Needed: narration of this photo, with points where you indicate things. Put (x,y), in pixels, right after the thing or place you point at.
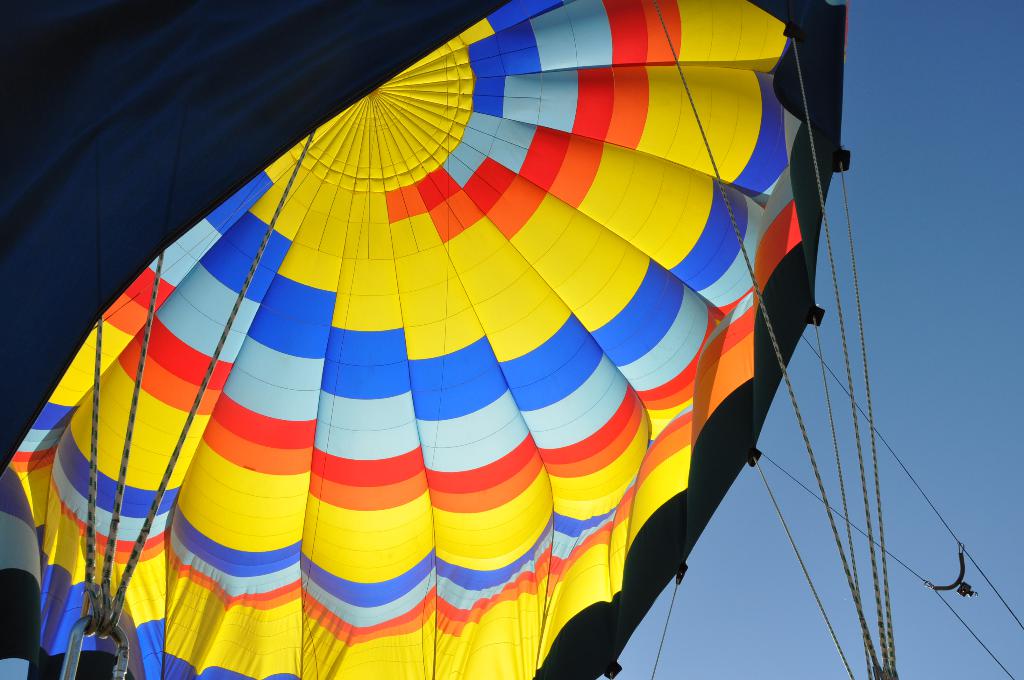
In this image there is a hot air balloon (475,292) tied with ropes (104,631) to the metal object (115,673) and the sky (915,239).
